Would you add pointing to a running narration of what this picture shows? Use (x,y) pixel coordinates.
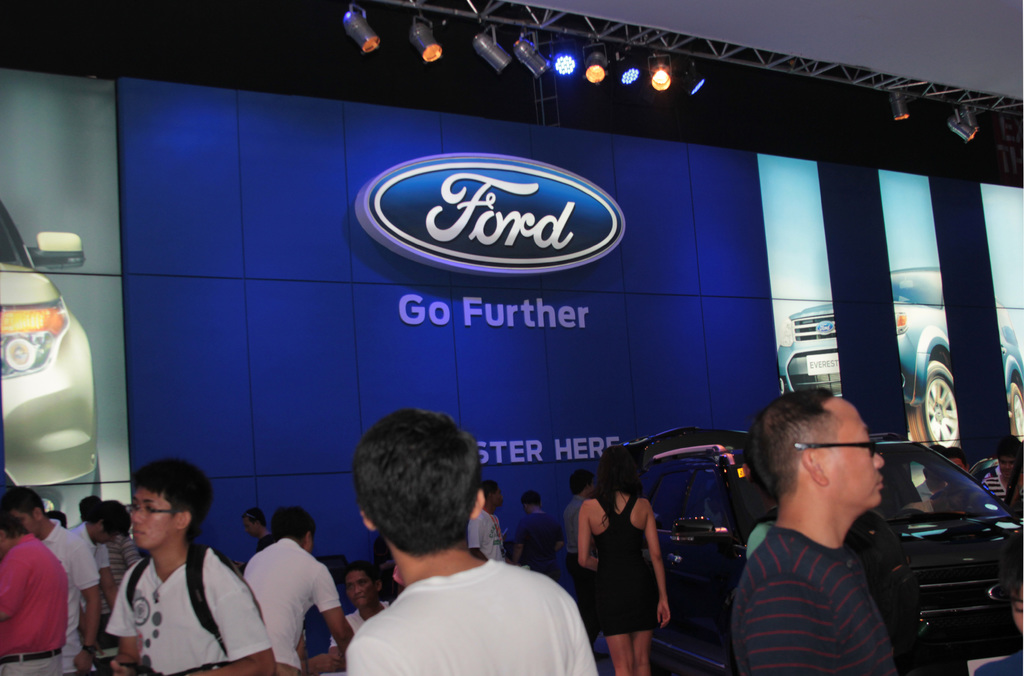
In this image there are group of people (462,500) standing, car (680,571), focus lights (427,29), lighting truss (959,103) and there is a board (551,431).
